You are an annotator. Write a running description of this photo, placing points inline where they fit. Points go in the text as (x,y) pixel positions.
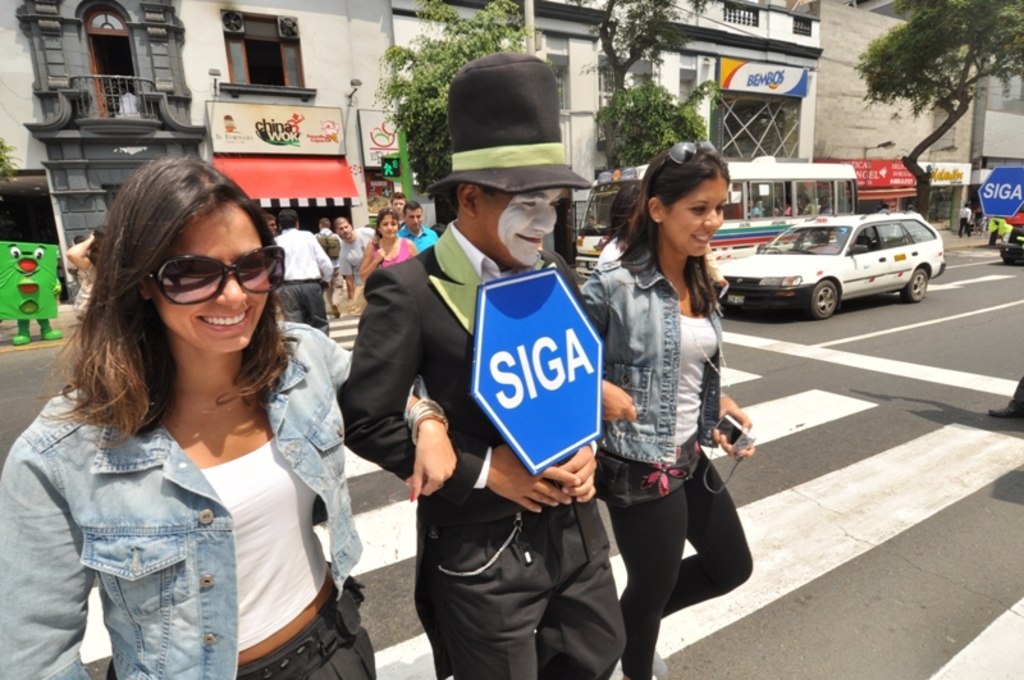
In this picture we can see so many buildings (12,68) beside the road (733,352), few people (729,407) are walking on the road (774,429).
